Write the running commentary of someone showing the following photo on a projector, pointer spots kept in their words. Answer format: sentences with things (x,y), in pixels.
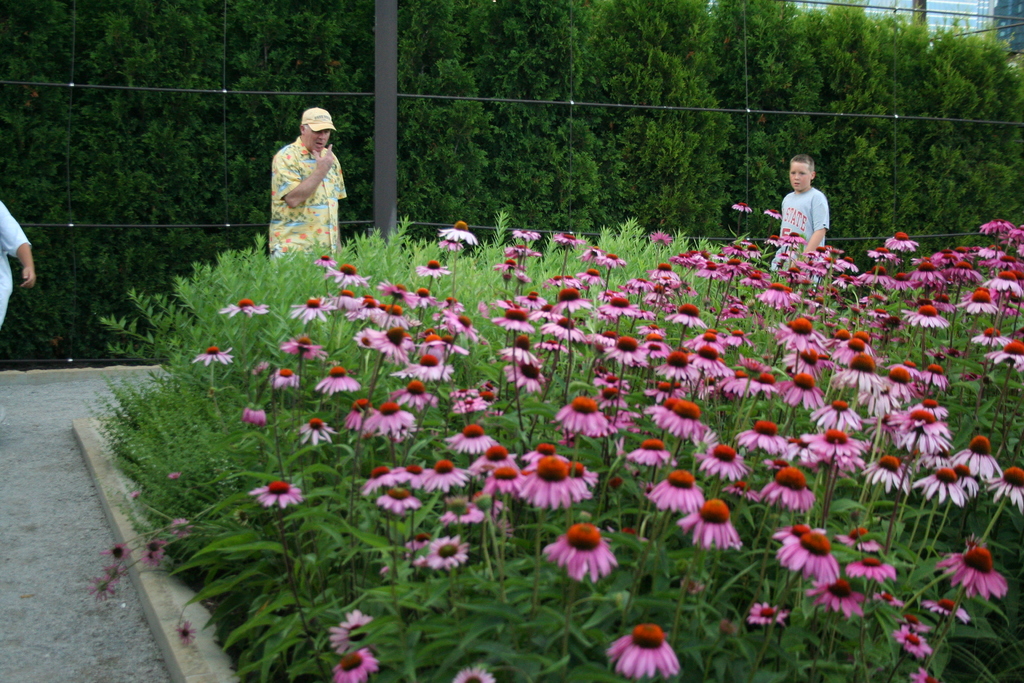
In the foreground of the picture (641,321) there are plants (304,285), flowers (664,461) and pavement (35,519). In the center of the picture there are people (299,216) standing. In the background (118,138) there are trees (557,67) and fencing (395,107). At the top right (973,19) there are buildings (947,8).
